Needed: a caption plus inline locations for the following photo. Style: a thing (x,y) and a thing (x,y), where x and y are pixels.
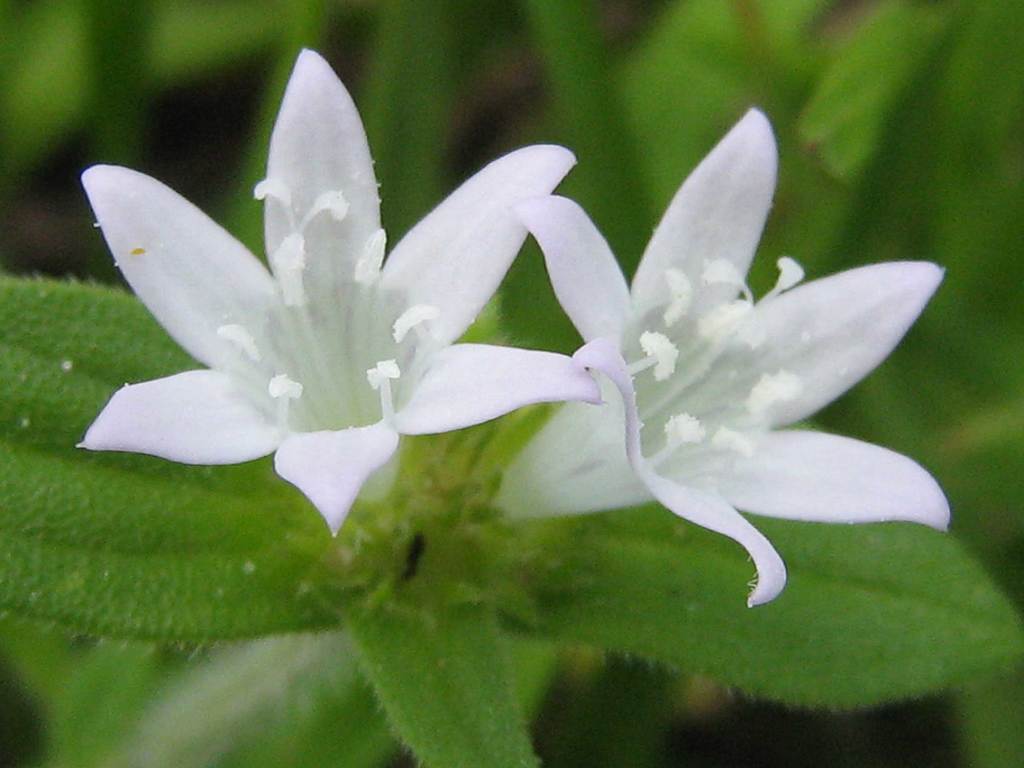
These are the white color flowers (564,410) and these are the green leaves (521,602) in this image.
